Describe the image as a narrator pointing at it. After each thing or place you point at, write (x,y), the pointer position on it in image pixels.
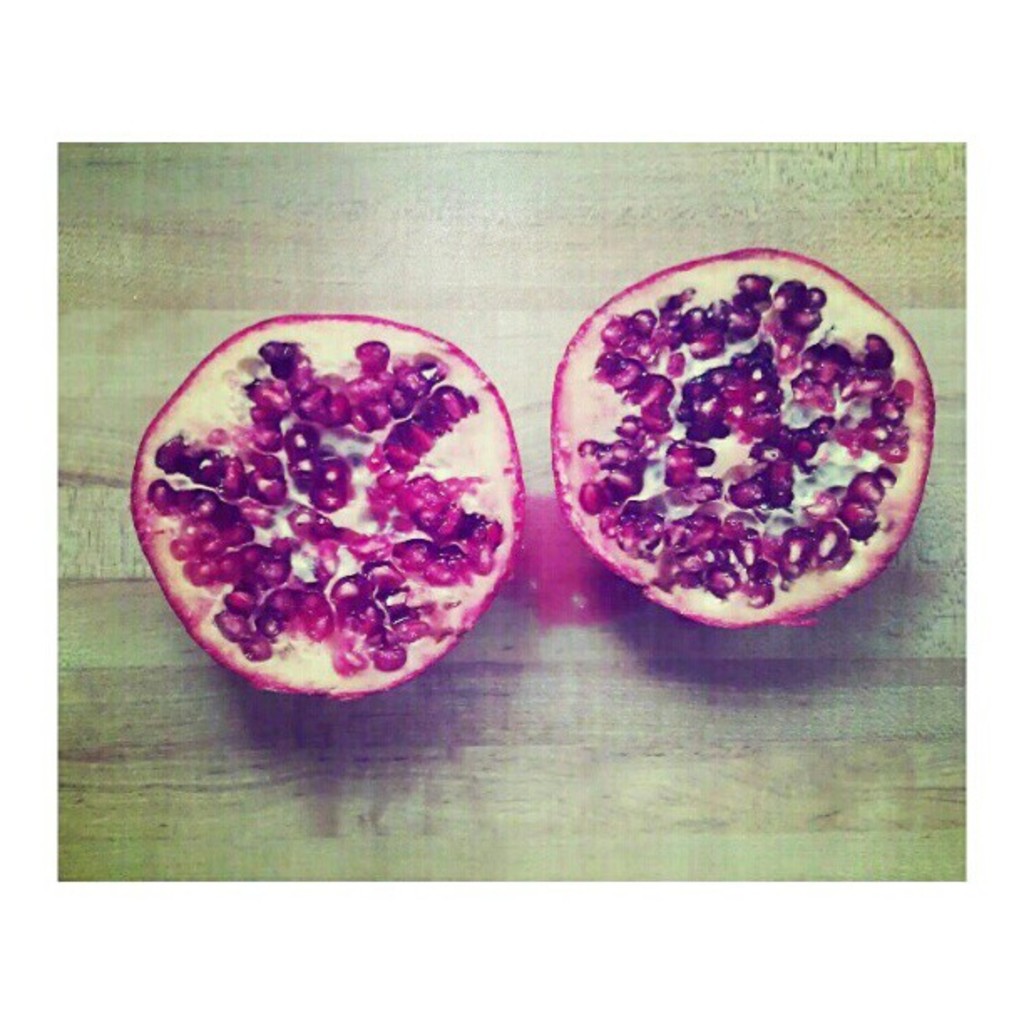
In this image we can see two slices (349,402) of a pomegranate (504,541) on a wooden surface (481,711).
